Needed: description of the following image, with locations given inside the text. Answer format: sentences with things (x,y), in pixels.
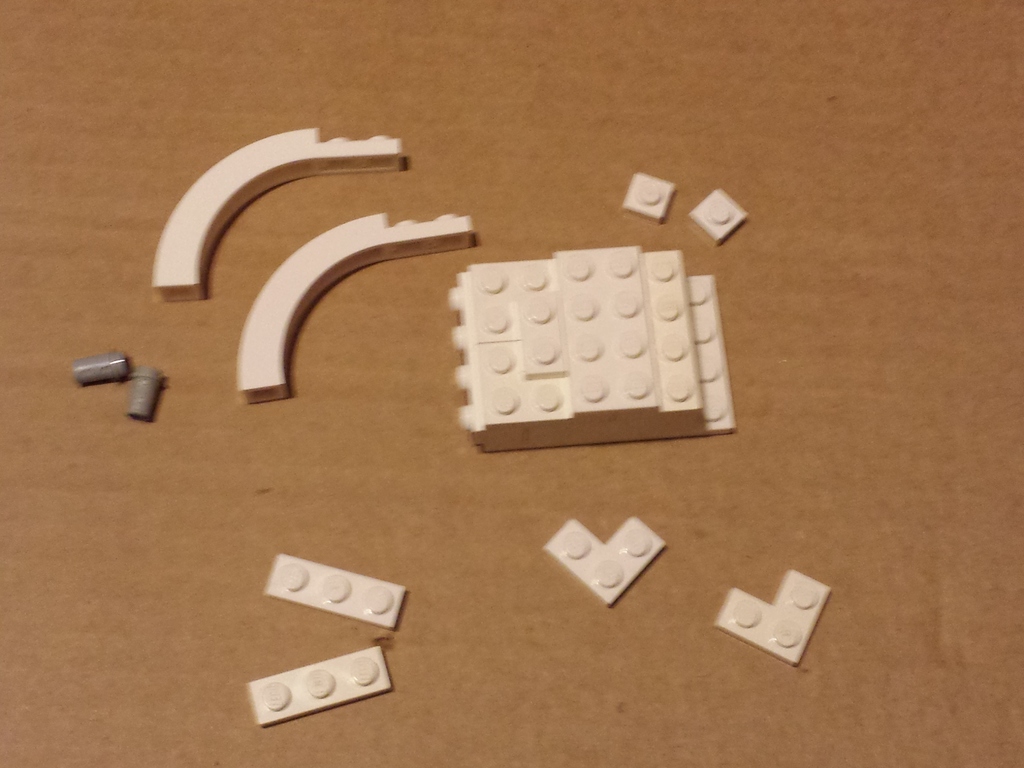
In this image we can see legos (511,395) placed on the table (445,323).
